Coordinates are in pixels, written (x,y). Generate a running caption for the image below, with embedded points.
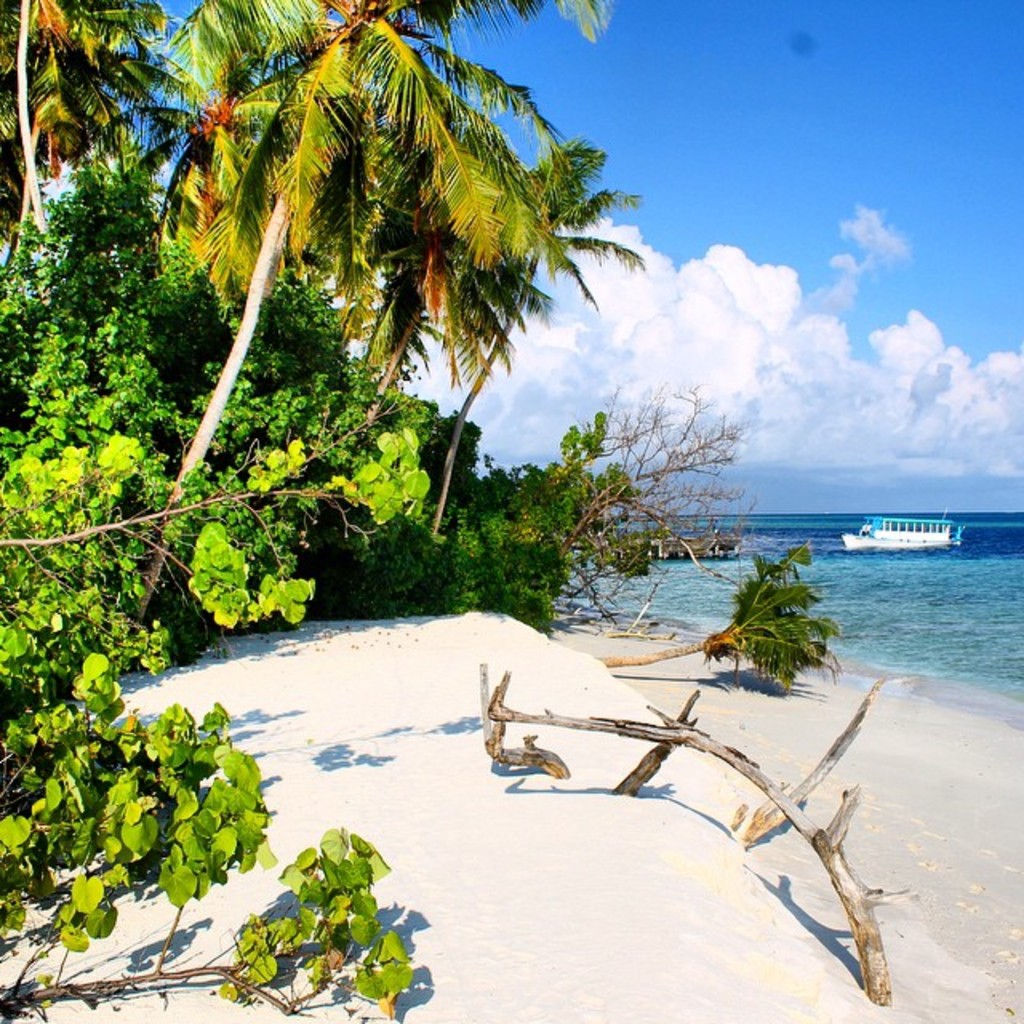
In this image we can see sand (543,653), trees (454,171), and a boat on the water (747,520). In the background (672,235) there is sky (664,244) with clouds (665,414).
